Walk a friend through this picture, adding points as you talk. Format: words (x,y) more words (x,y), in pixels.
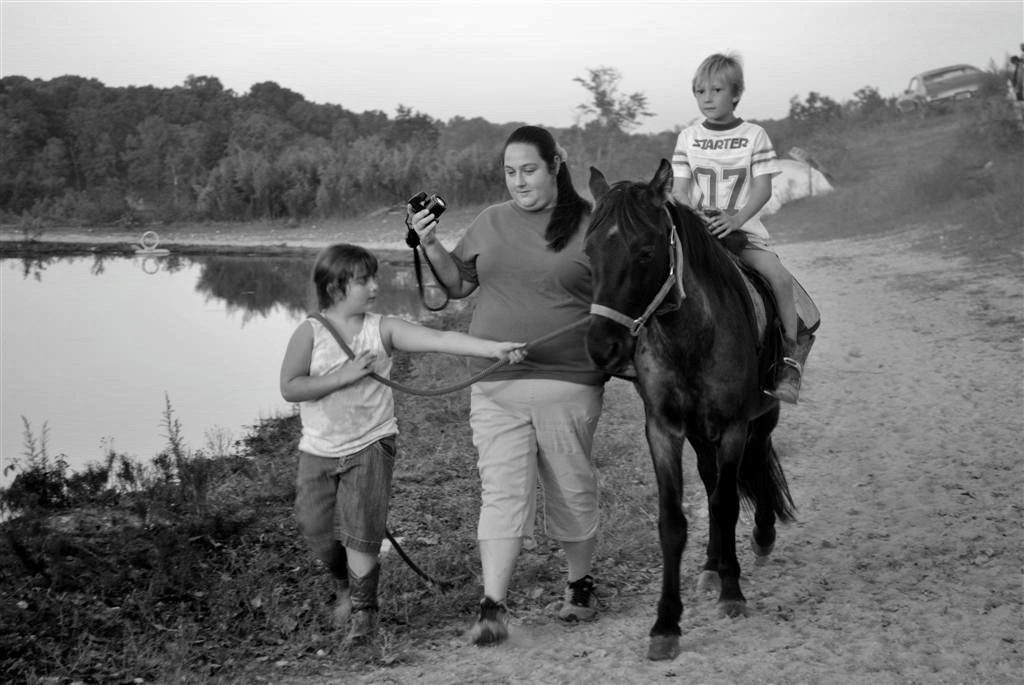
This image consists of three humans (716,72) and a horse (726,416). It is clicked outside the city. A boy (386,355) is holding the rope (313,318). On the horse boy (738,184) wearing white t-shirt (733,199) is sitting. Beside the horse (602,252), the woman (496,282) holding camera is walking. To the left (110,400), there is a pond (73,299). In the background (200,211) there are trees (253,105) and plants (302,118).
